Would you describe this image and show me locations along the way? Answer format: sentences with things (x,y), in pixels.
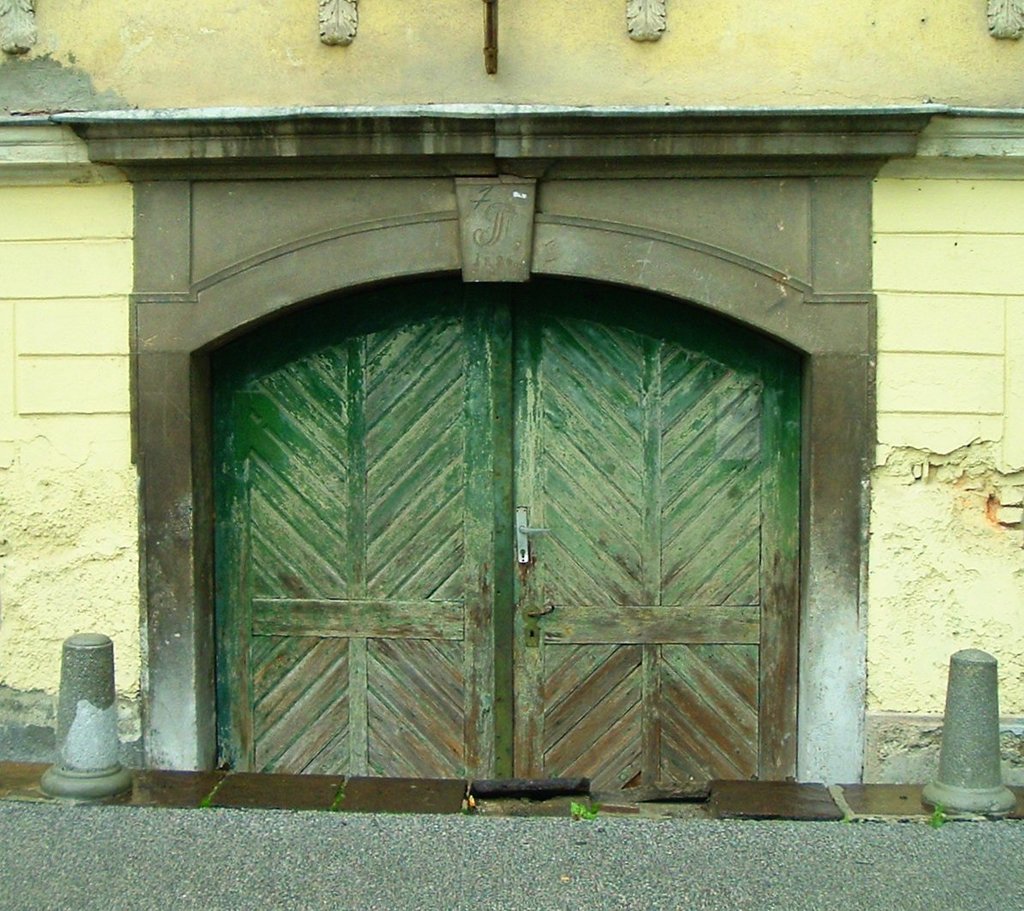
In this image I see the building (757,127) and I see the doors (526,418) over here and I see the path (338,831).
